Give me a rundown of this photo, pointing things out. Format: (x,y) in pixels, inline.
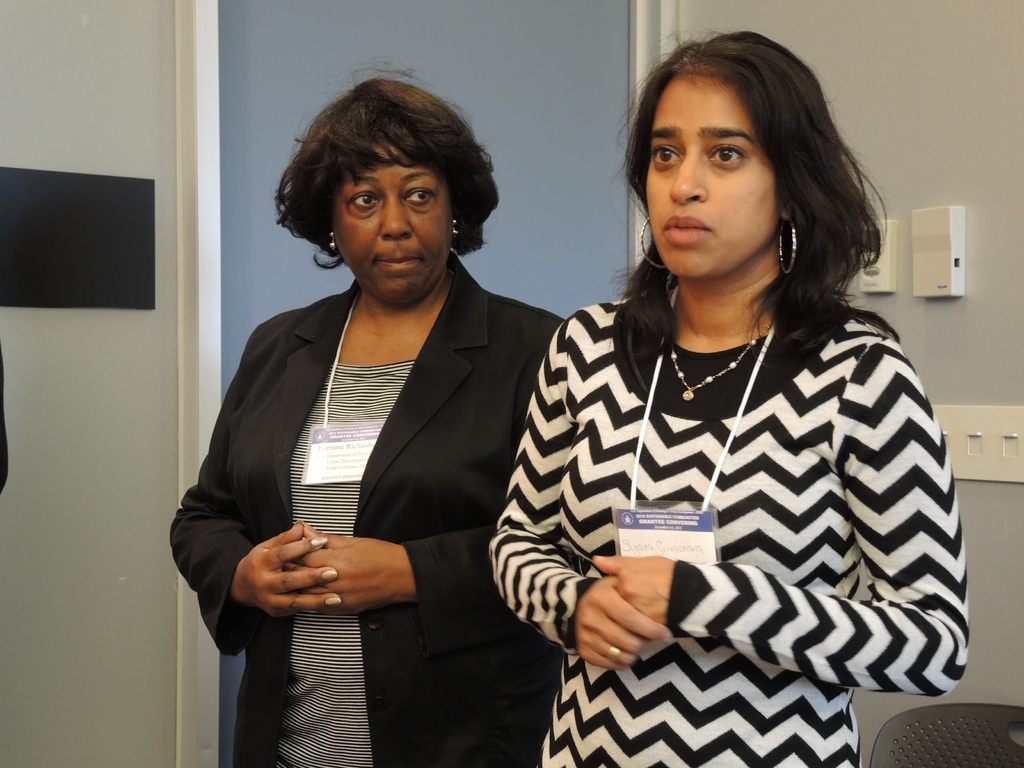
In this picture I can observe two women (698,276) standing in the middle of the picture (356,343). In the background (813,58) I can observe wall (960,173).
